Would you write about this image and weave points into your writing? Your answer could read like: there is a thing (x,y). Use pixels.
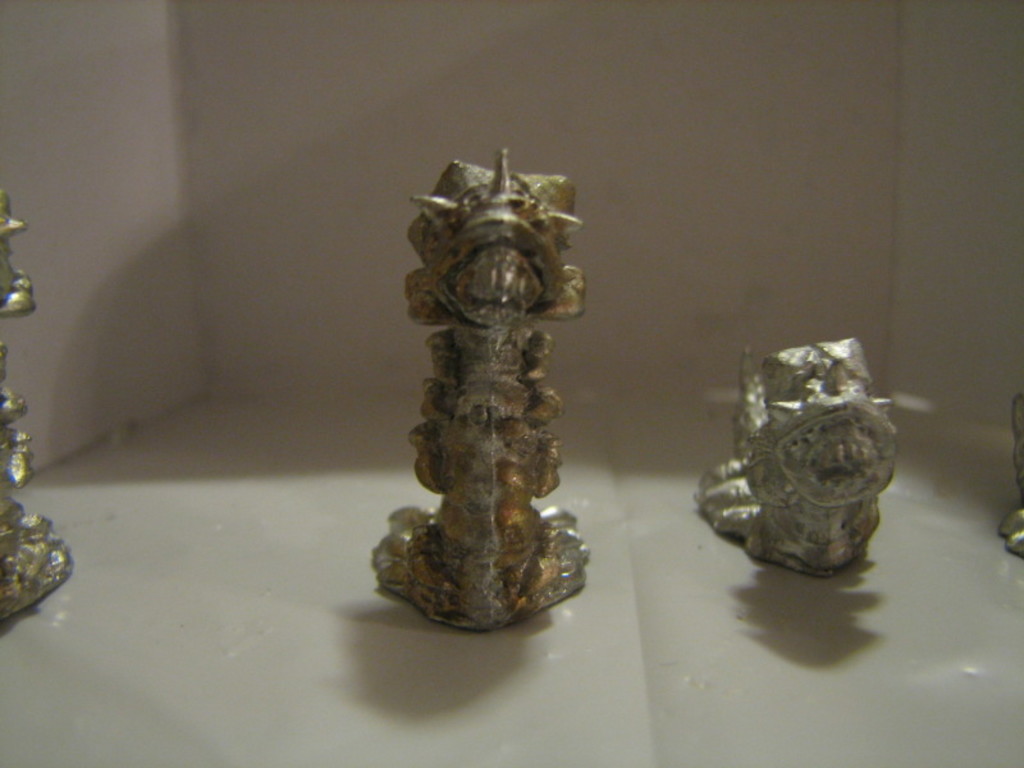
In this image we can see four objects (494,495) placed on the floor (427,632). In the background (244,218) there is wall (691,166).
